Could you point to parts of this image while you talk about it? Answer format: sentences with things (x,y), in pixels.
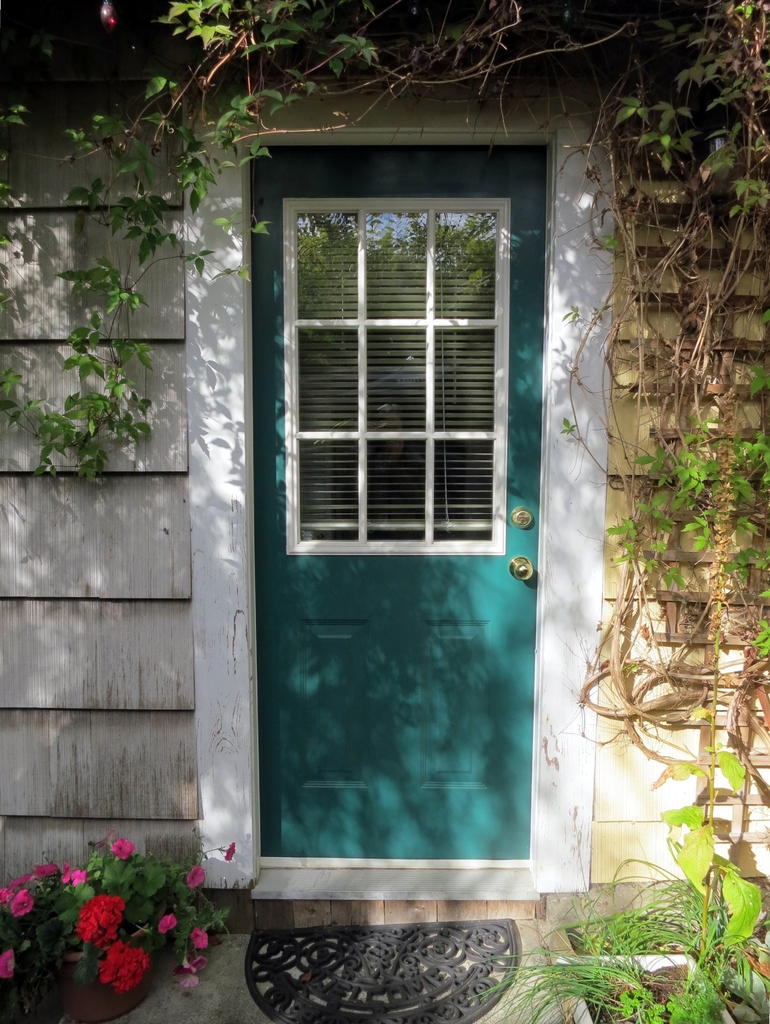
In this image I can see a door (337,586) to a wall (56,671). In front of the door (354,696) there is a mat (420,942) placed on the ground (193,989). In the bottom left (80,949) there is a flower plant (80,937). In the bottom right (621,970) there is grass (611,976). At the top of the image (232,54) I can see a creeper plant (114,321) to the wall (80,587).
